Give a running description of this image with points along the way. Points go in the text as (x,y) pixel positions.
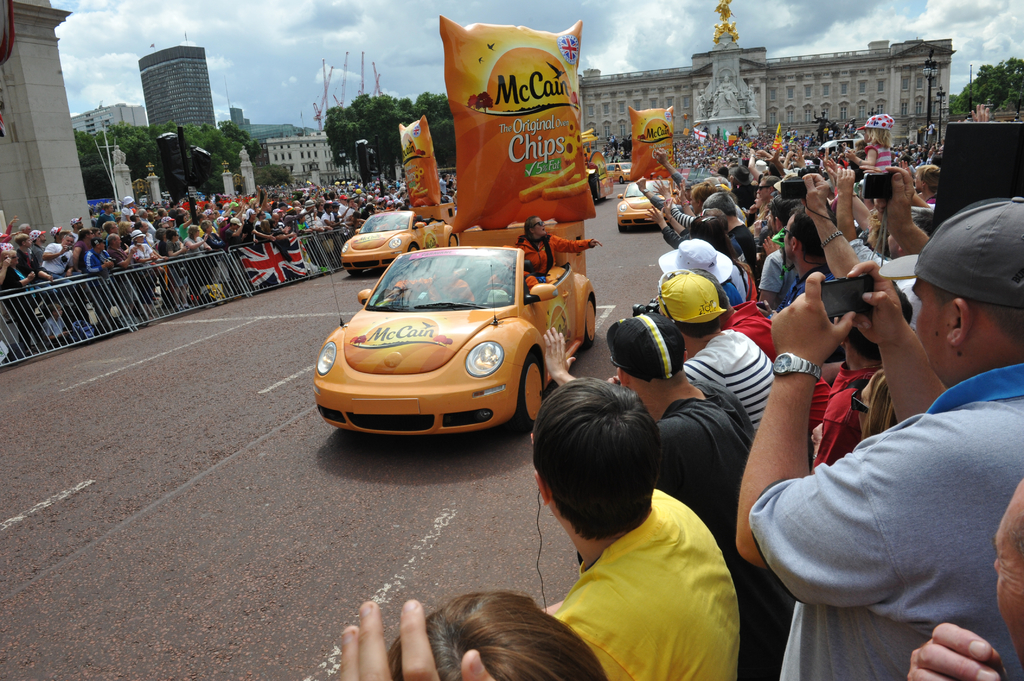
In this image I can see a road (245,389) and few cars (464,256) on it. I can also see few people (525,256) and few packets (520,142) of chips (553,155) in car (405,247). Here I can see number of people (764,302) are standing and most of them are holding cameras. I can also see most of them are wearing caps (671,286) and here I can see a flag (259,275). In the background (47,107) I can see trees (198,132), building (591,108) and cloudy sky (407,43).
